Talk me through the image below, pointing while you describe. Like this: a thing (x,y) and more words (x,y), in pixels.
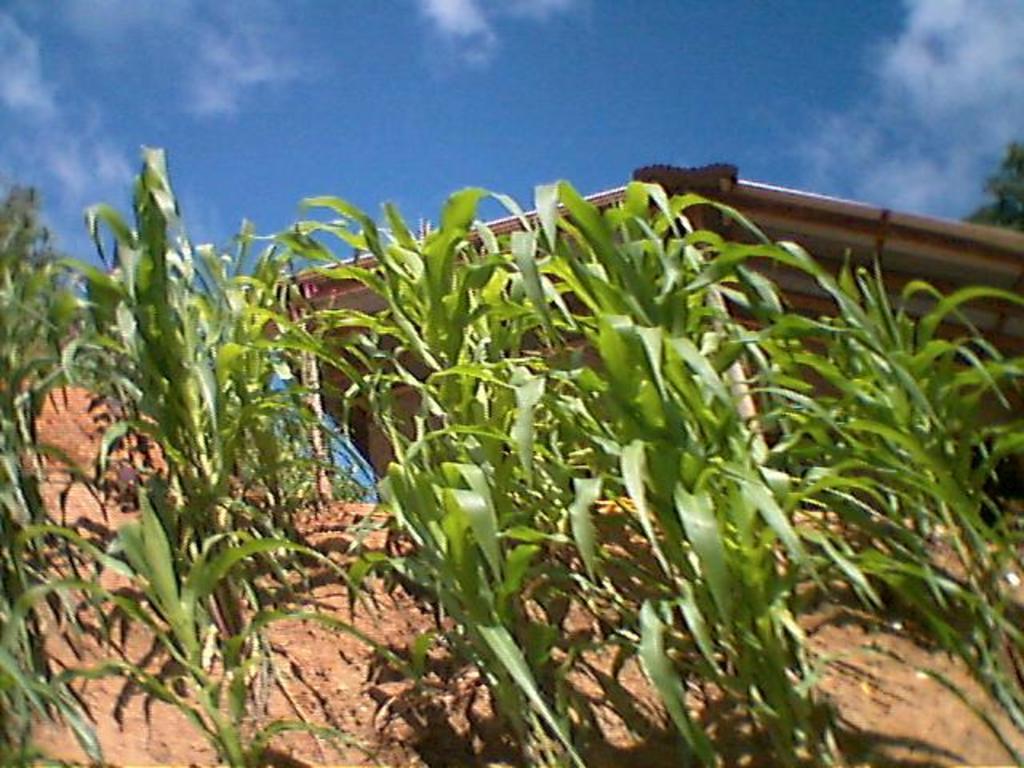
At the bottom of the picture (524,552), we see field crops (450,380) and soil (366,715). Behind that, we see something (775,263) in white color. At the top of the picture (522,121), we see the sky (372,147), which is blue in color.
